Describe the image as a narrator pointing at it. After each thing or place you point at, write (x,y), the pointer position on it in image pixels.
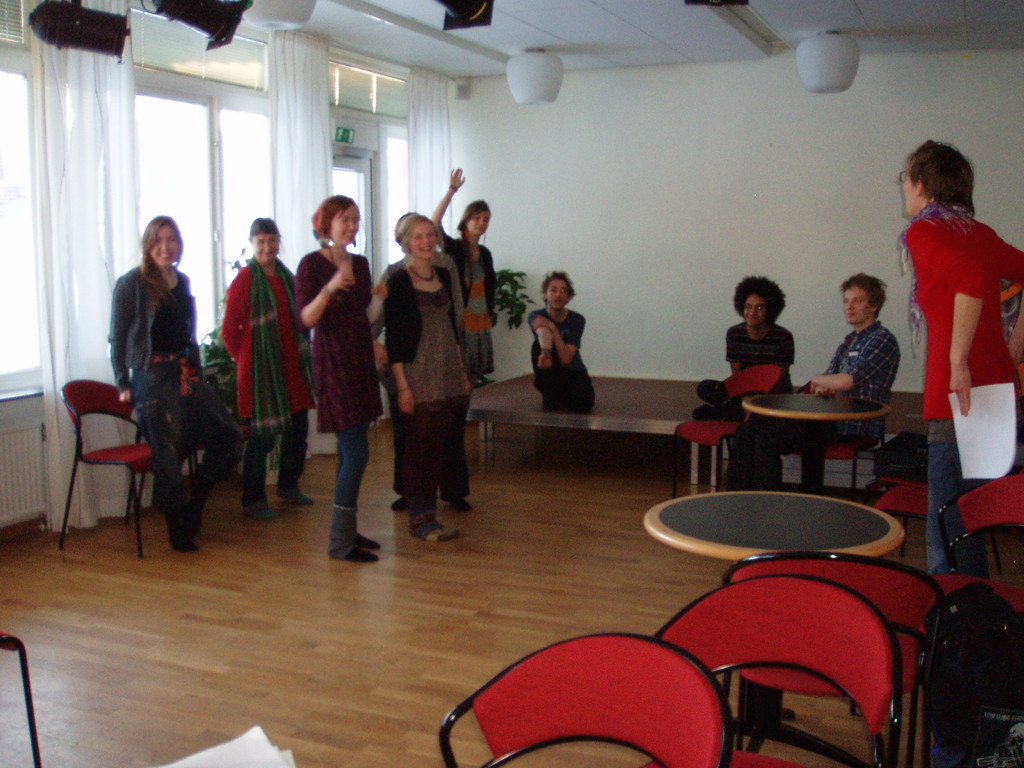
In this image we can see women (277,235) standing on the floor (284,628). Beside the women (442,379) we can see some persons (556,335) sitting on the desk (582,418). In the background (799,405) we can see chairs (837,631), side tables (819,511), plants (227,350), windows (237,114), curtains (108,305) and electric lights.
